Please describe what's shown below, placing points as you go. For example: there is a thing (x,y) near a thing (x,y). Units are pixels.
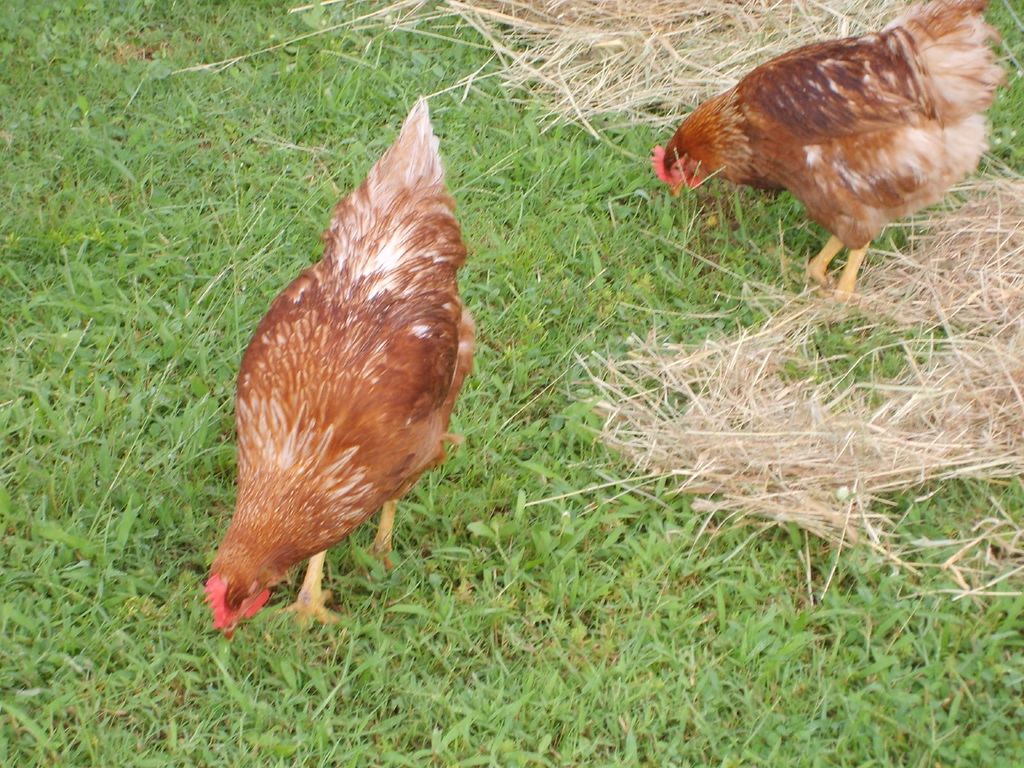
In this image we can see two hens (458,368) which are in brown color are walking on ground (115,466) we can see some grass (87,520) which is in green and brown color.
